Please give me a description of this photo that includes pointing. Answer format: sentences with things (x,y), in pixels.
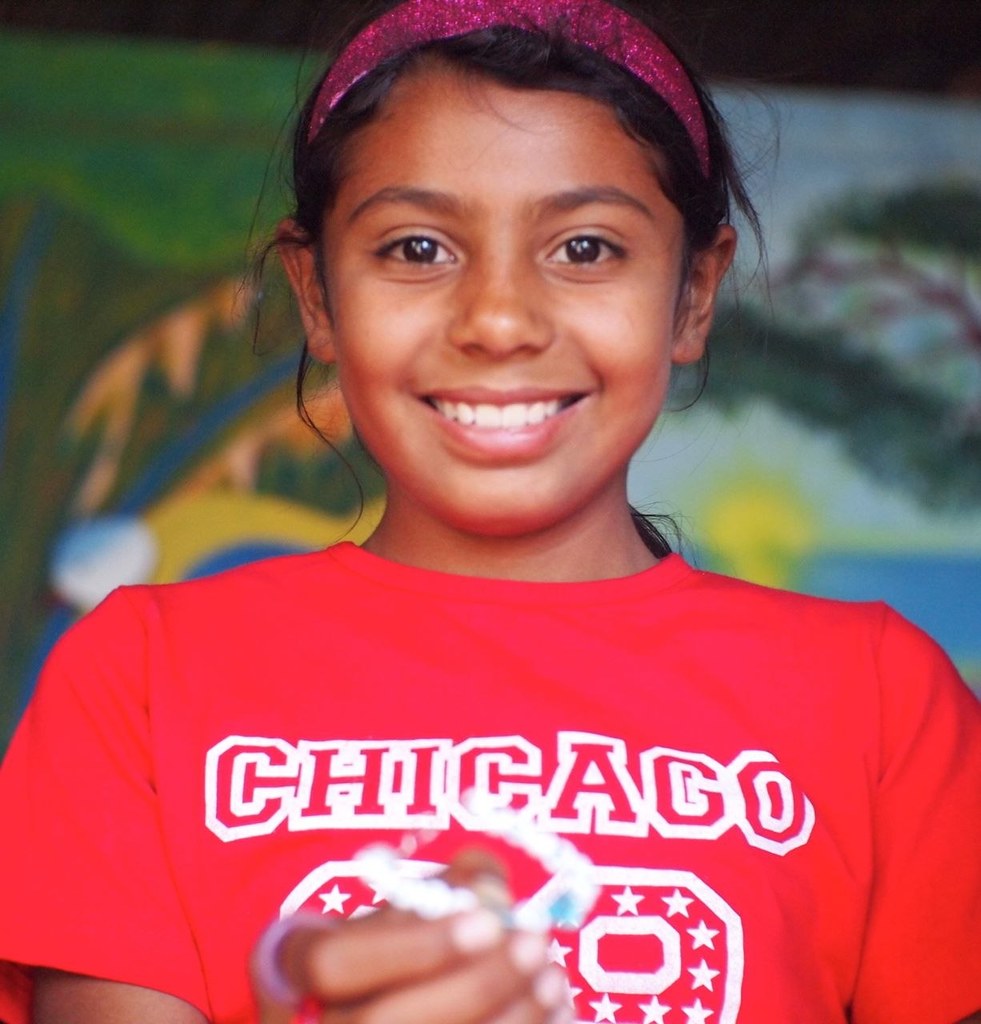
In this image we can see a girl (545,430) wearing red t shirt (600,667) and holding an object (516,906) and smiling and the background (905,456) is blurred with a painting (843,426).
